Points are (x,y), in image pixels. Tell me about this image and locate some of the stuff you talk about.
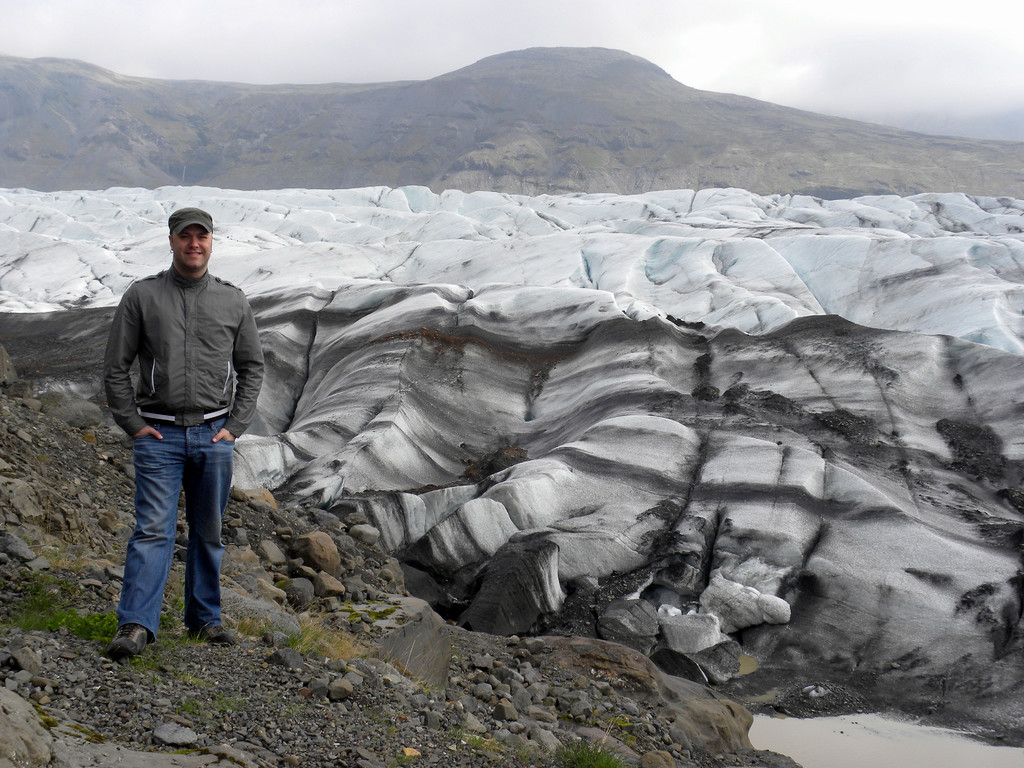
In this image there is one person (216,423) standing, and at the bottom (333,620) there is some water (833,721) and some stones (242,680) and grass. And in the background (369,148) there are mountains (530,123), and at the top (260,48) there is sky (433,53).
